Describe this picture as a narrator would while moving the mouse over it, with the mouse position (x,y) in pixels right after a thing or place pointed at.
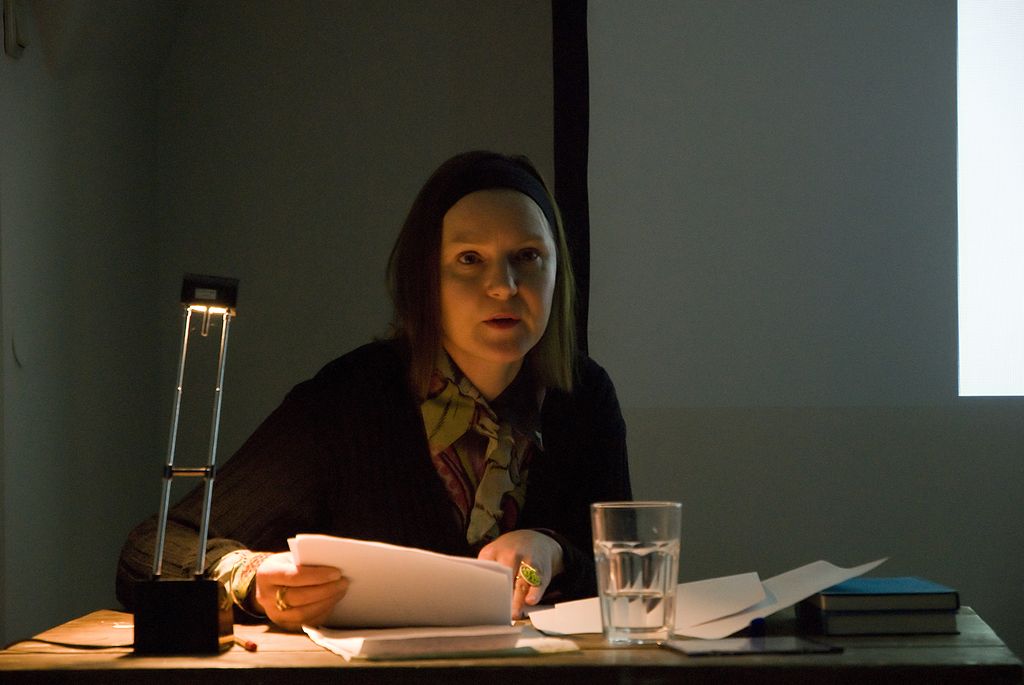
She is sitting on a chair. She is holding a paper (474,562). There is a table (349,678). There is a glass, paper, books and mobile phone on a table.
